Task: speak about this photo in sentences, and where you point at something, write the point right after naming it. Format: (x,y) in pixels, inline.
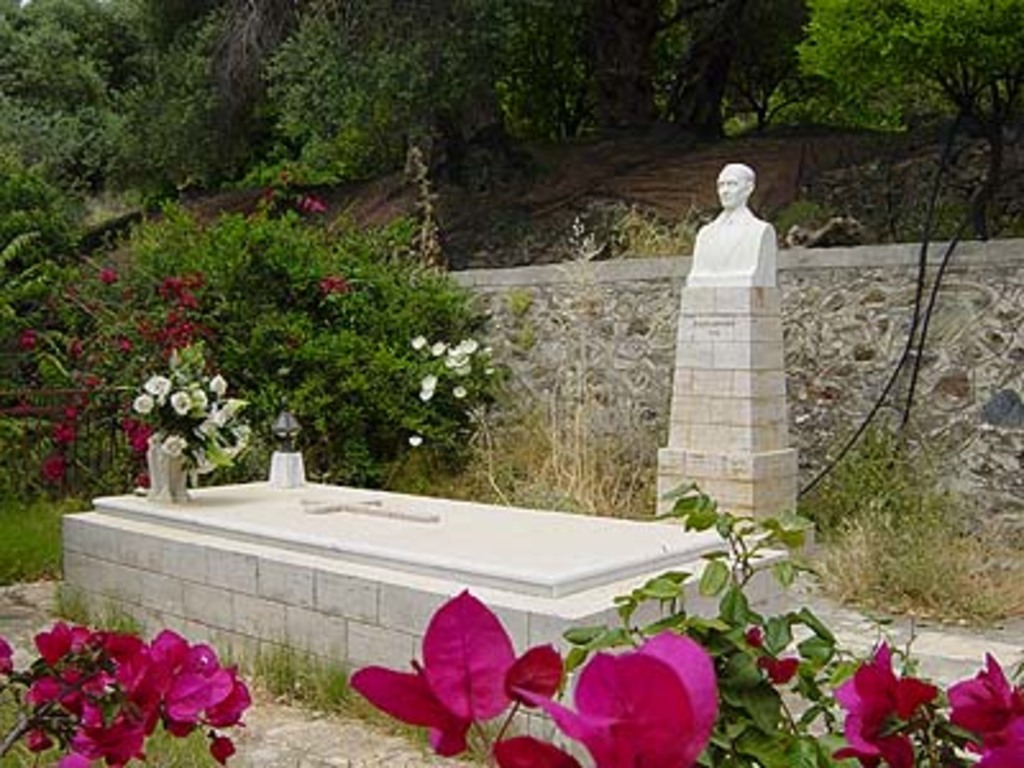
In middle of this image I can see a graveyard (296,543) on which flower bouquet (159,437) is placed. Around this I can see few plants (329,403) along with the flowers (137,694). In the background (740,266) there is a statue (738,237) of a person (724,218) is placed on a pillar (730,406). At the back of it I can see the wall (546,297). At the top (395,62) I can see the trees (421,74).
